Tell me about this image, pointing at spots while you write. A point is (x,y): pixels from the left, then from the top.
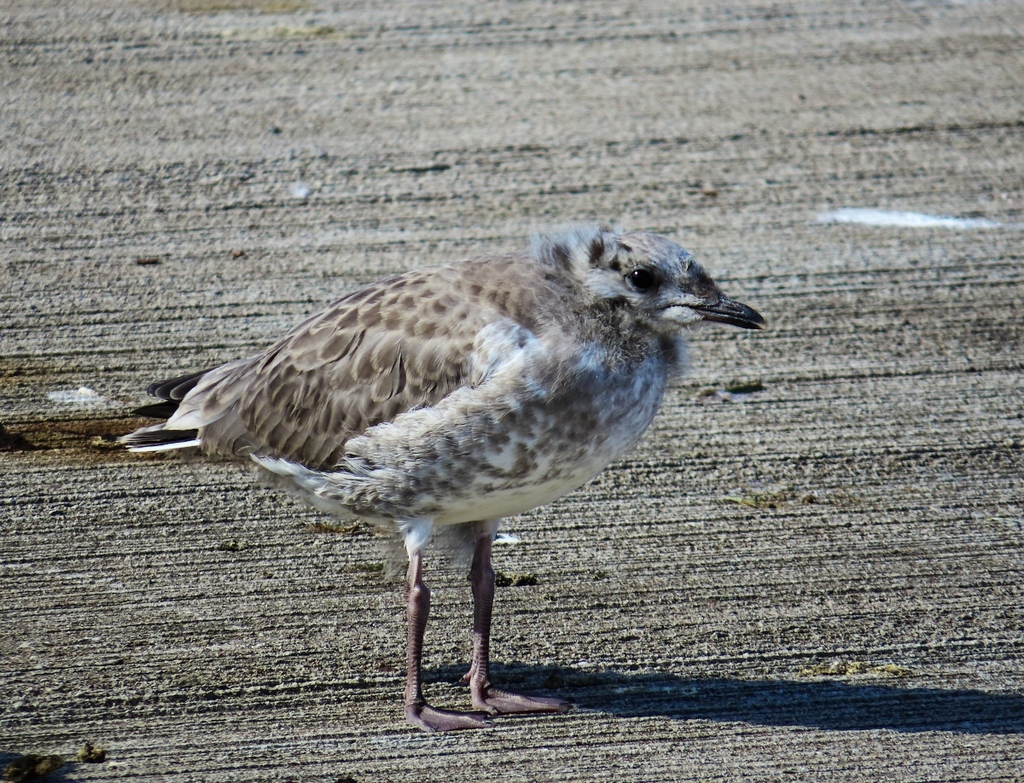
It is a bird (451,548) standing, it is in brown color.
